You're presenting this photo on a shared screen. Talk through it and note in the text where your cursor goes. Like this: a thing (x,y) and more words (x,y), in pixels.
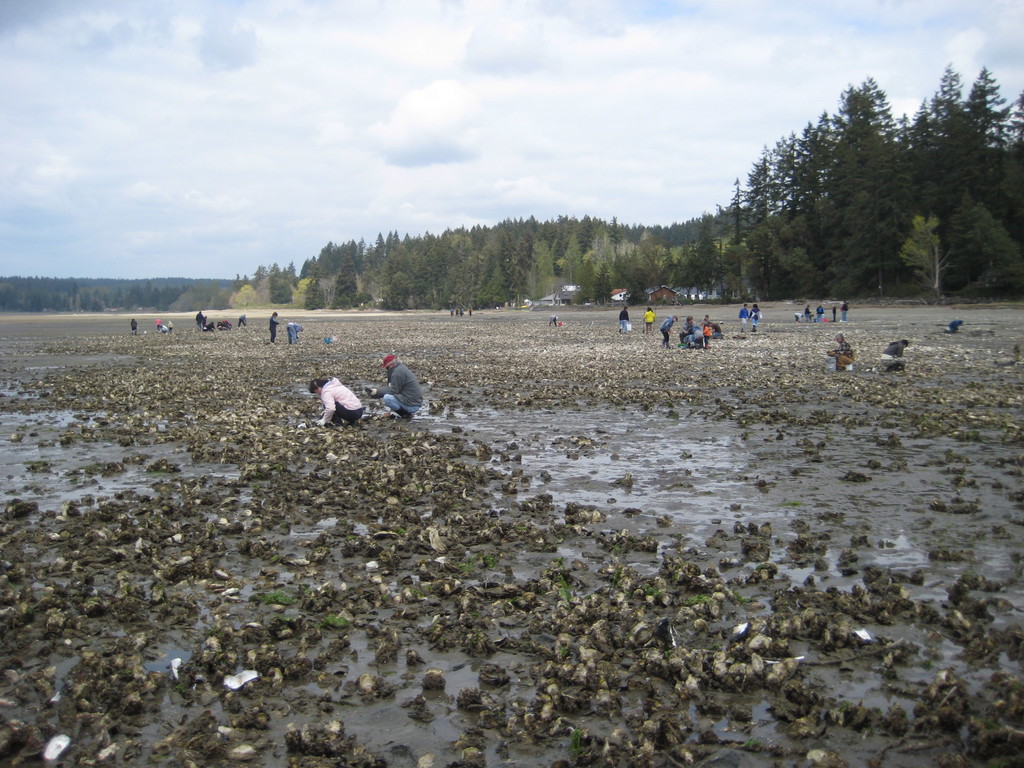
In this picture there are people (371,391) and we can see ground (425,396) and objects (465,359). In the background of the image (522,279) we can see trees (528,234), houses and sky (656,99).
